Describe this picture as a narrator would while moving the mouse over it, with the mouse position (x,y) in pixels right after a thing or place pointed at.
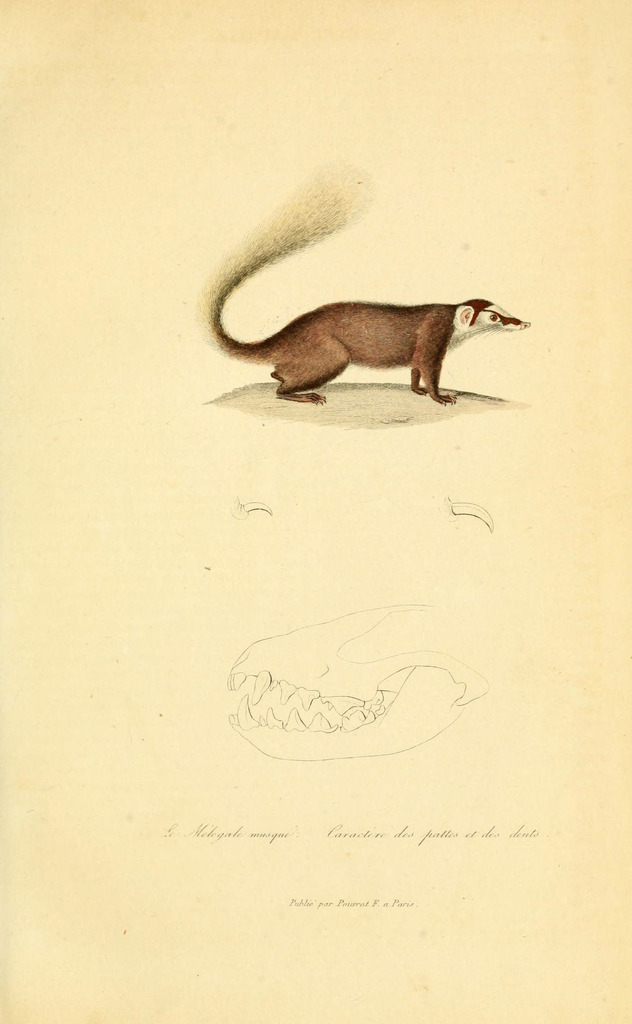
In the center of this picture (296,348) we can see a printed image (342,355) of an animal (398,335) standing. At the bottom (259,714) we can see the drawing (368,669) of a skull (291,646) of an animal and we can see the text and some other drawings (238,509). The background of the image (114,603) is cream in color.
